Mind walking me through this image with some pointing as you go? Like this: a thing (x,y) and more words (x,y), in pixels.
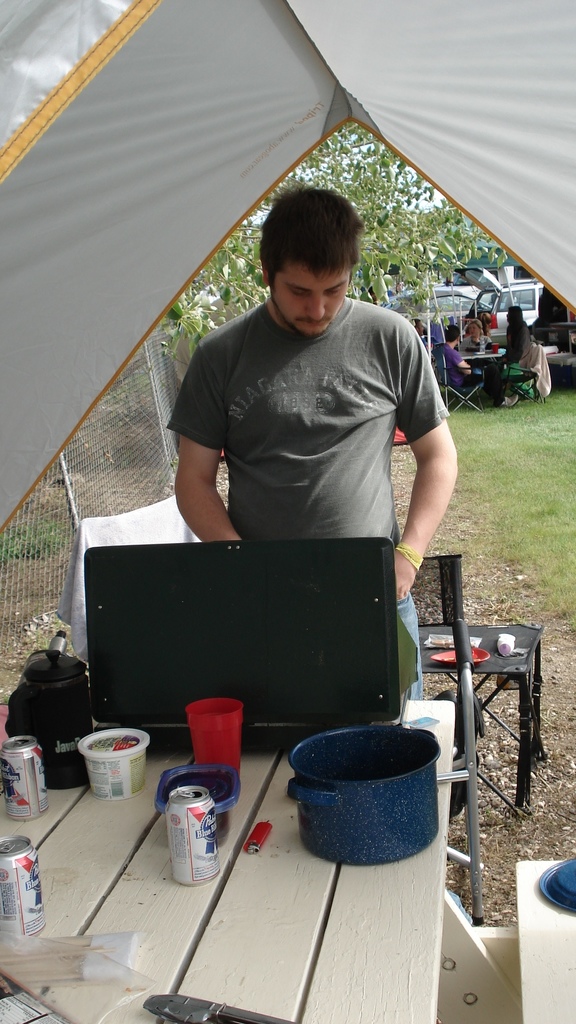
In this picture we can see a man (312,326) standing in front of the person (406,561) there is a table (318,868) on the table (285,921) we have stove (262,643) some eatable things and boxes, background (444,282) we can see some people (513,355) are sitting and talking each other some vehicles (470,284) are being parked and some trees (349,190) are there.
